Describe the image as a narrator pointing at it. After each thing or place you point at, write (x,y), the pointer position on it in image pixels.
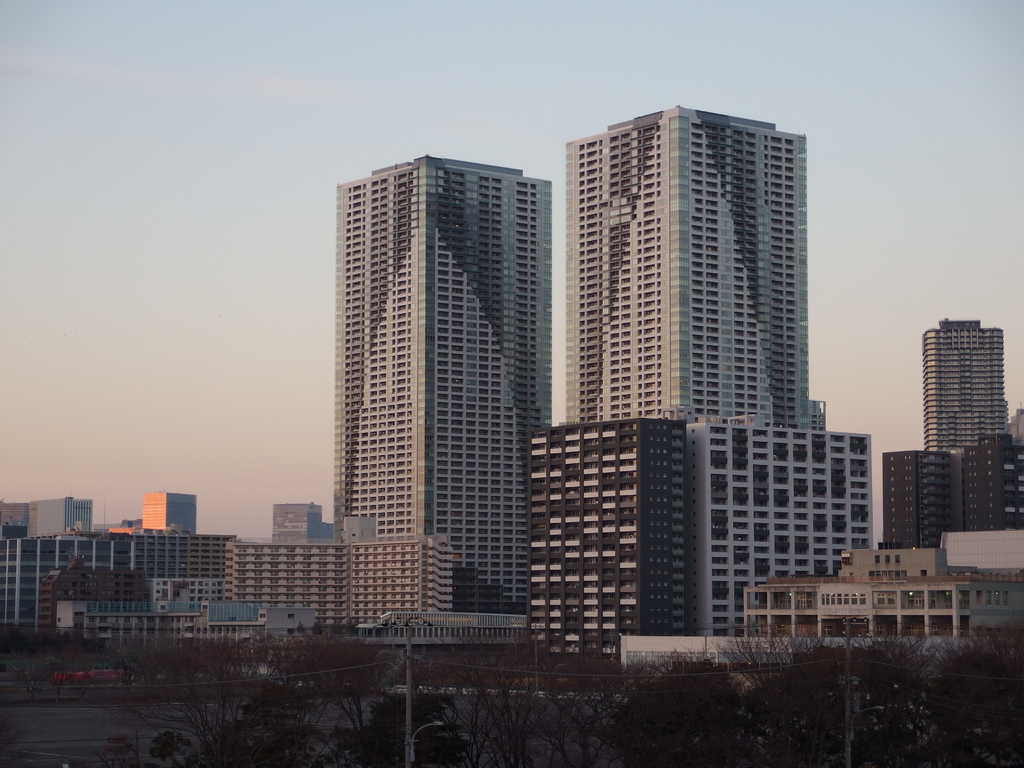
There are buildings (949,605), trees (756,708) and poles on the ground (11,708). In the background (894,295), there are clouds (117,82) in the blue sky (117,97).
